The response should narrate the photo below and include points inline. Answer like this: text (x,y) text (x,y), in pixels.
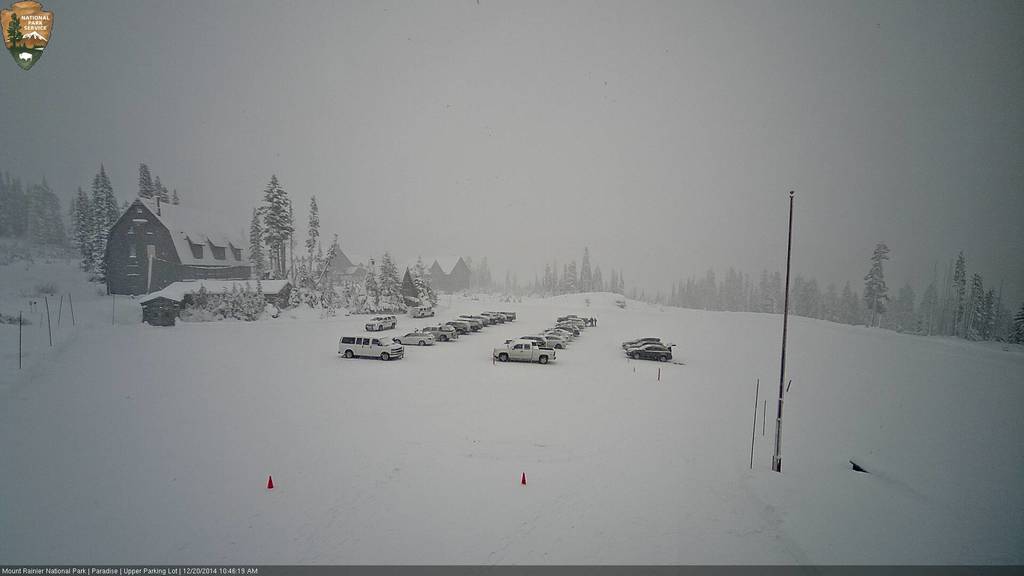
In this picture there are vehicles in the middle of the image (412,334). On the left side of the image (151,315) there are buildings (164,315). At the back (30,236) there are trees (1022,326). In the foreground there is a pole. At the top (362,67) there is sky (336,86). At the bottom (311,501) there is snow (490,471). At the bottom left (42,573) there is a text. At the top left (18,14) there is a text (29,29).
